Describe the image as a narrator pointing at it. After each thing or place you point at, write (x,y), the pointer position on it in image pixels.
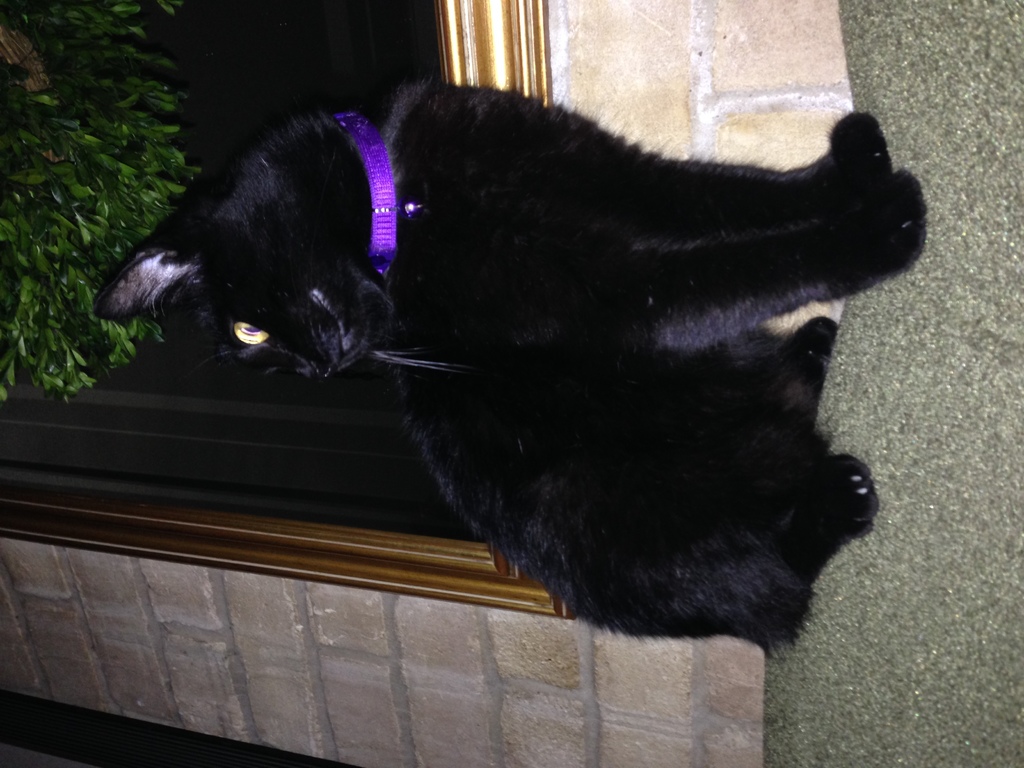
In this image we can see a black color cat (562,273) on the light green color surface (953,379). In the background (578,651), we can see a wall (89,642), window (196,424) and leaves (69,175).
